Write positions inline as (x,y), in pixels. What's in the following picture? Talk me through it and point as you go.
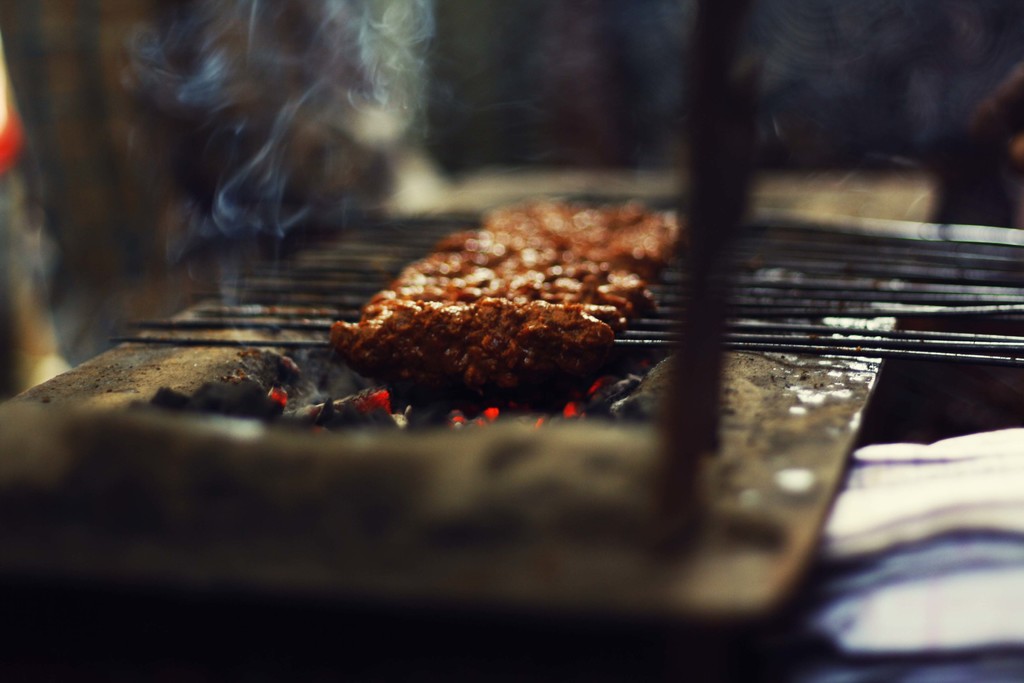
In this image we can see barbecue style of cooking on the burning coal (403,415) which are in a platform (479,465). We can see smoke (262,154). In the background (921,58) the image is not clear to describe.
